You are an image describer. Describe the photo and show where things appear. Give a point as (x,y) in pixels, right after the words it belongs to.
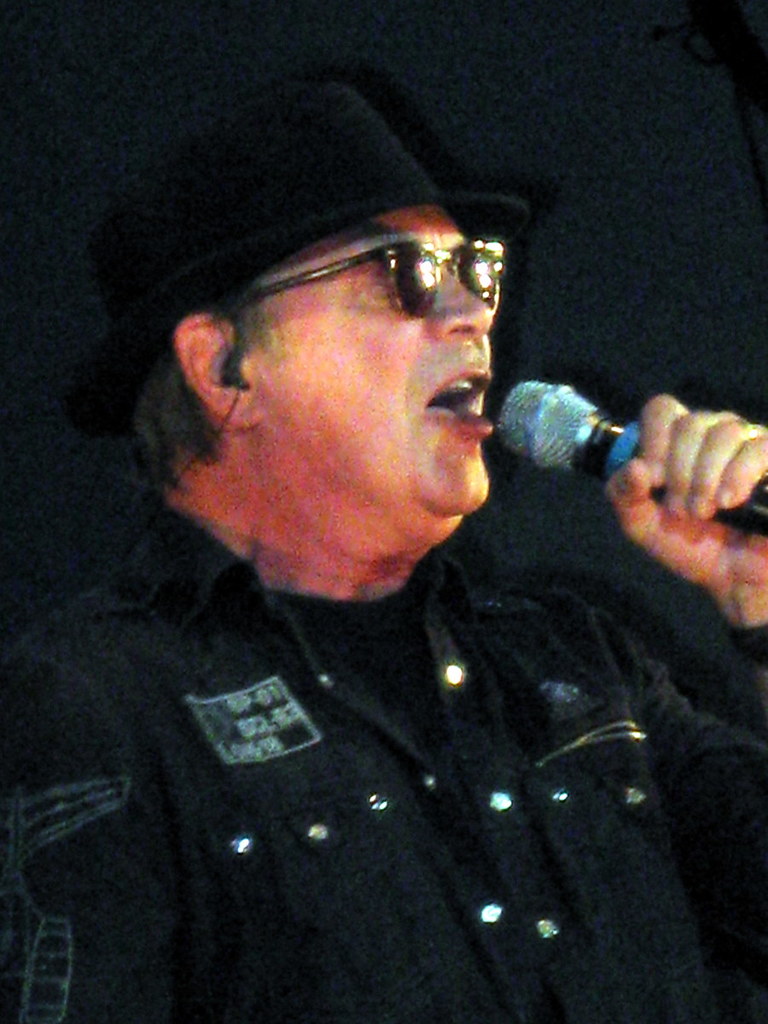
Here in this picture we can see a person (373,785) singing a song with microphone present in his hand (627,485) and he is wearing black colored dress (244,610) and goggles (425,315) and hat (364,191) on him over there.
